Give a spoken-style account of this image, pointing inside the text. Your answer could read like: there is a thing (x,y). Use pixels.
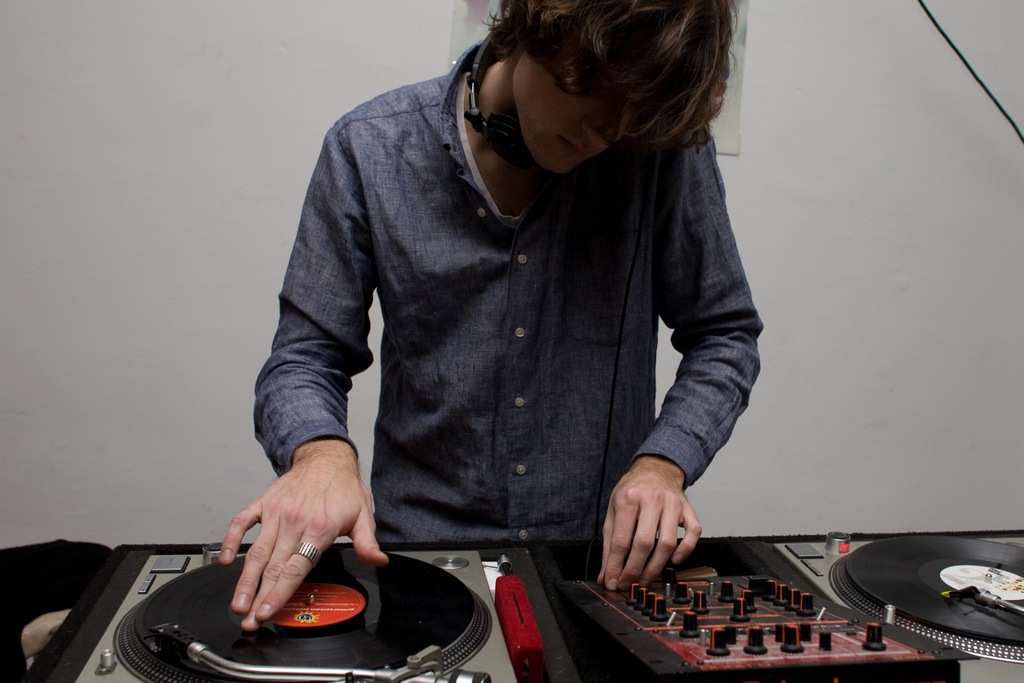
In this picture, we see a man (378,241) is playing the disc jockey (346,565) which is placed on the table (561,572). In front of him, we see a table (509,550) on which the amplifier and the disc jockey (439,586) are placed. I think he is wearing the headset (495,138). In the background (242,182), we see a white wall (165,183) on which the photo frame (733,105) is placed.
